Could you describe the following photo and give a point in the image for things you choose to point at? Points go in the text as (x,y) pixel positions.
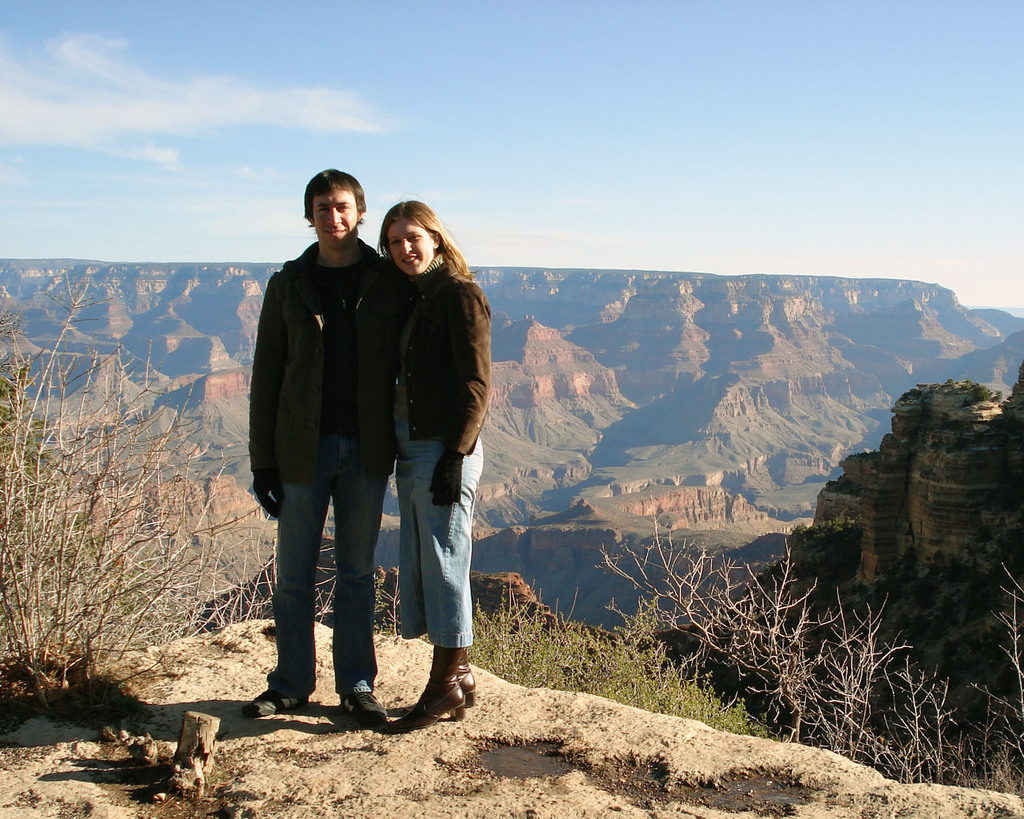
In this image we can see a man (368,462) and a woman (421,540) standing on the ground (421,681). We can also see some dried branches (162,622), grass (587,659) and plants (685,687). On the backside (726,392) we can see the mountains (666,405) and the sky (644,206) which looks cloudy.
